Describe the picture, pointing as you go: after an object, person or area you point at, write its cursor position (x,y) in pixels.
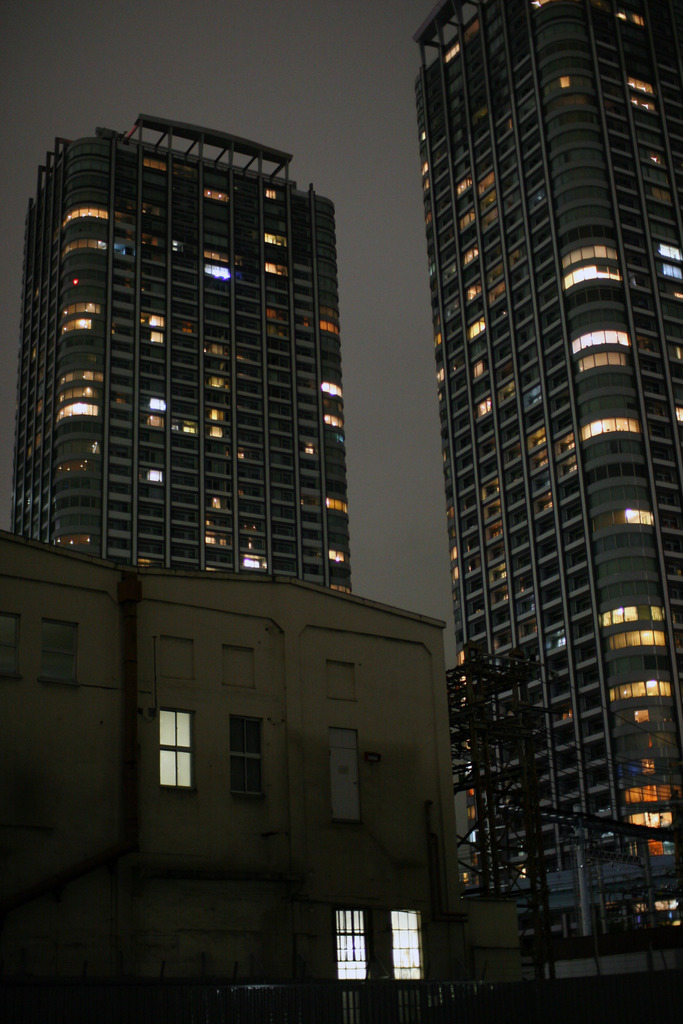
In this image we can see buildings (448,740) and lights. In the background (207,95) we can see sky (183,76).
